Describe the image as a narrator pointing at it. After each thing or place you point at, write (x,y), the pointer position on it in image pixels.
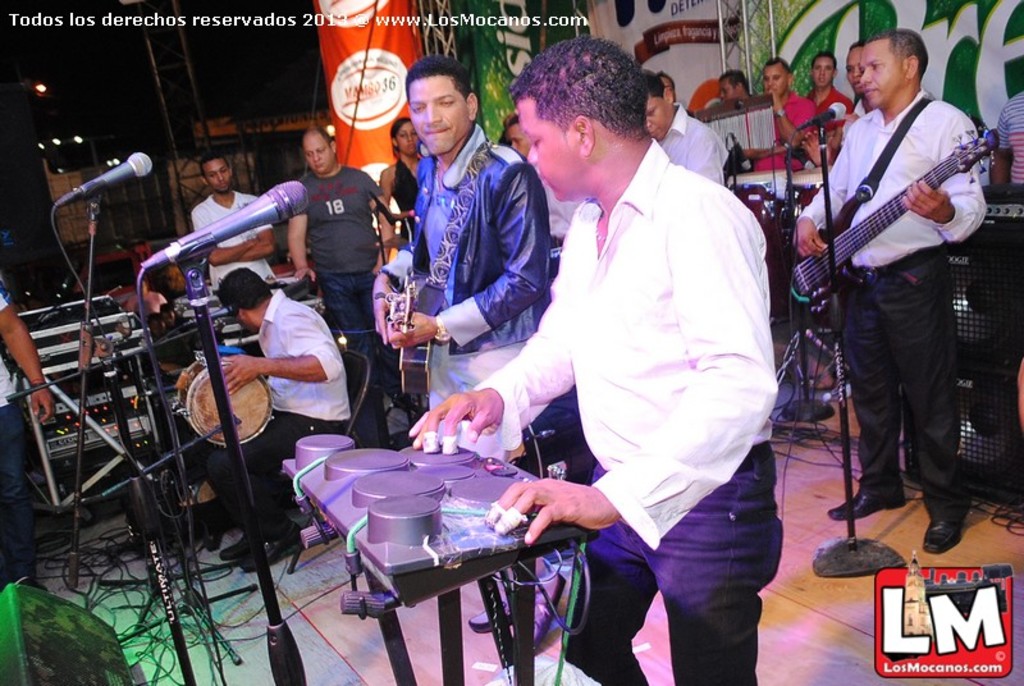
In a picture there are many people (431,252) two people (472,336) are playing guitar (400,307) one person (281,343) is sitting and playing drums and another person (621,486) is playing musical instruments (323,443) there are many people (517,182) watching them there are musical sound systems (89,382) there are banners (464,38) near to them there are many poles (426,28) near to them.
